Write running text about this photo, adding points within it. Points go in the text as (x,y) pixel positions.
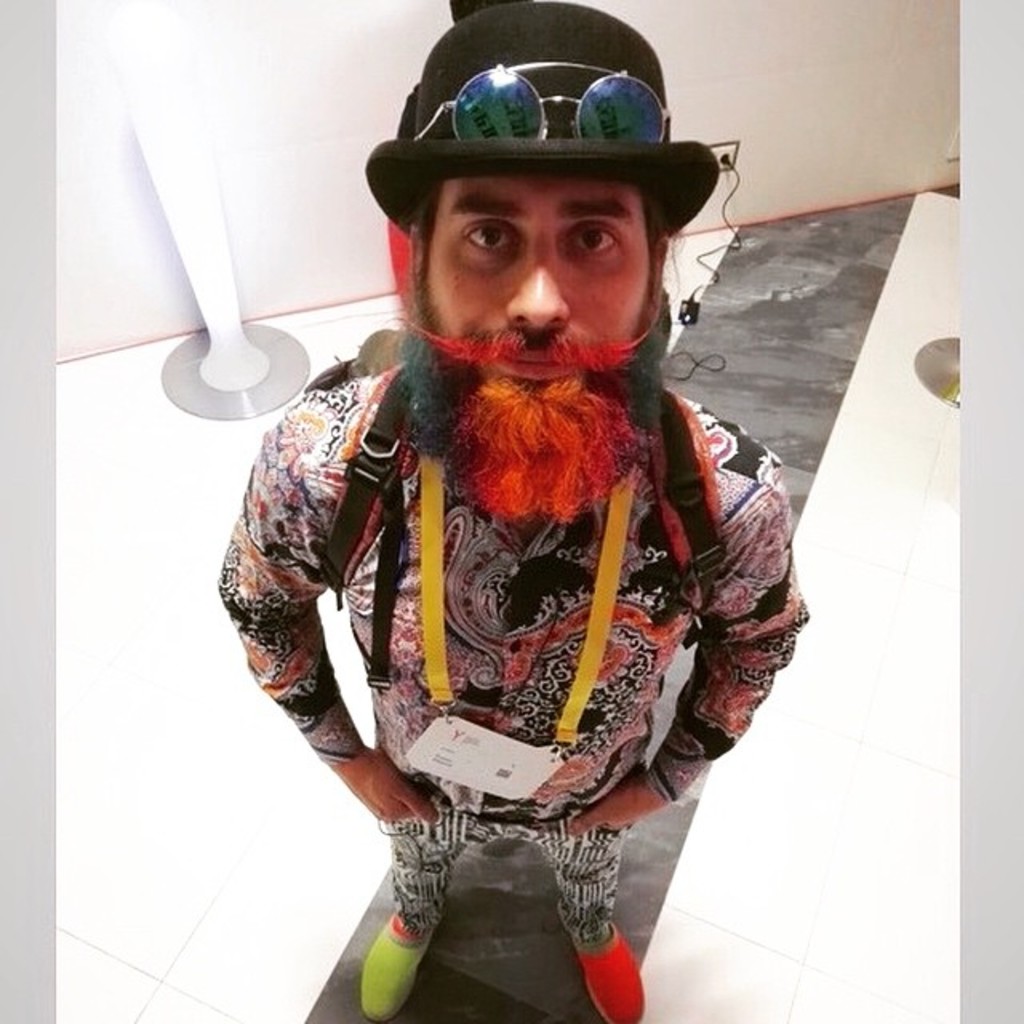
In this image we can see man (438,591) standing and wearing a costume (486,542). In the background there is a cable (733,172) connected to the switch board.
